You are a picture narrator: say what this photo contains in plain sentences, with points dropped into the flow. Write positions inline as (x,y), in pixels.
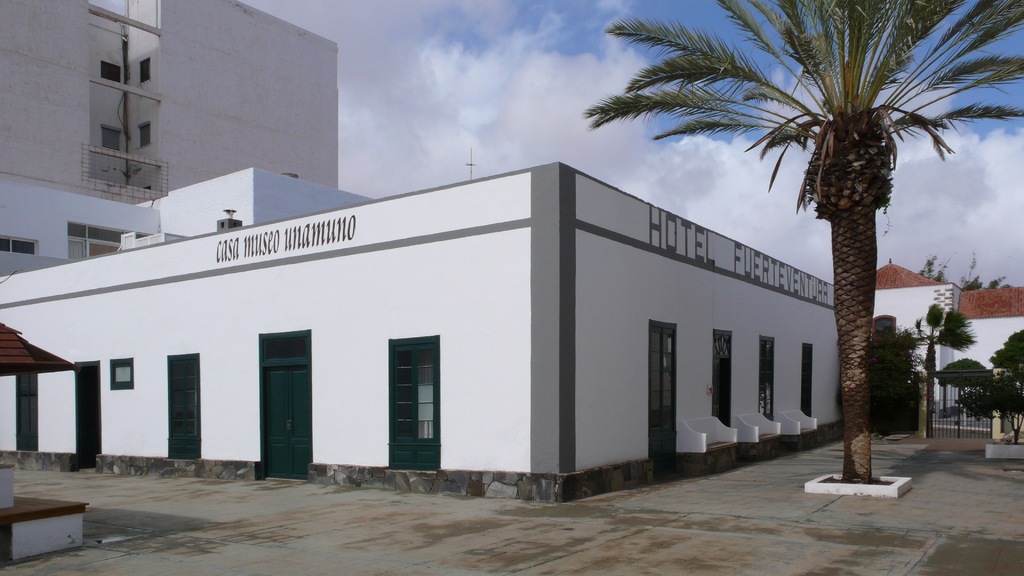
In the middle of the image (472,282) there are some buildings (271,63). Behind the buildings (263,102) there are some clouds (737,225) and sky (634,6). In the bottom right corner of the image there are some trees (1016,353) and there is a gate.
